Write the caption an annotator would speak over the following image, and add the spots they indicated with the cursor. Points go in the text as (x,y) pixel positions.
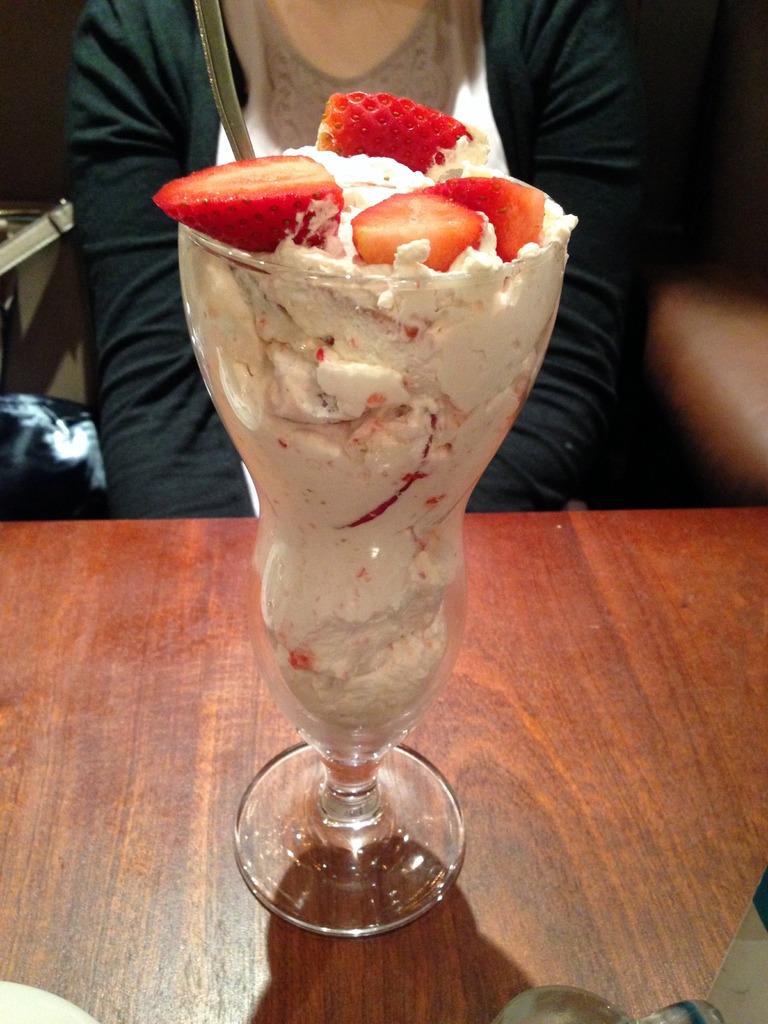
In this picture we can see glass (412,488) with food item (385,514) on the table (139,838). There is a person (567,283) sitting and we can see objects (9,317).
